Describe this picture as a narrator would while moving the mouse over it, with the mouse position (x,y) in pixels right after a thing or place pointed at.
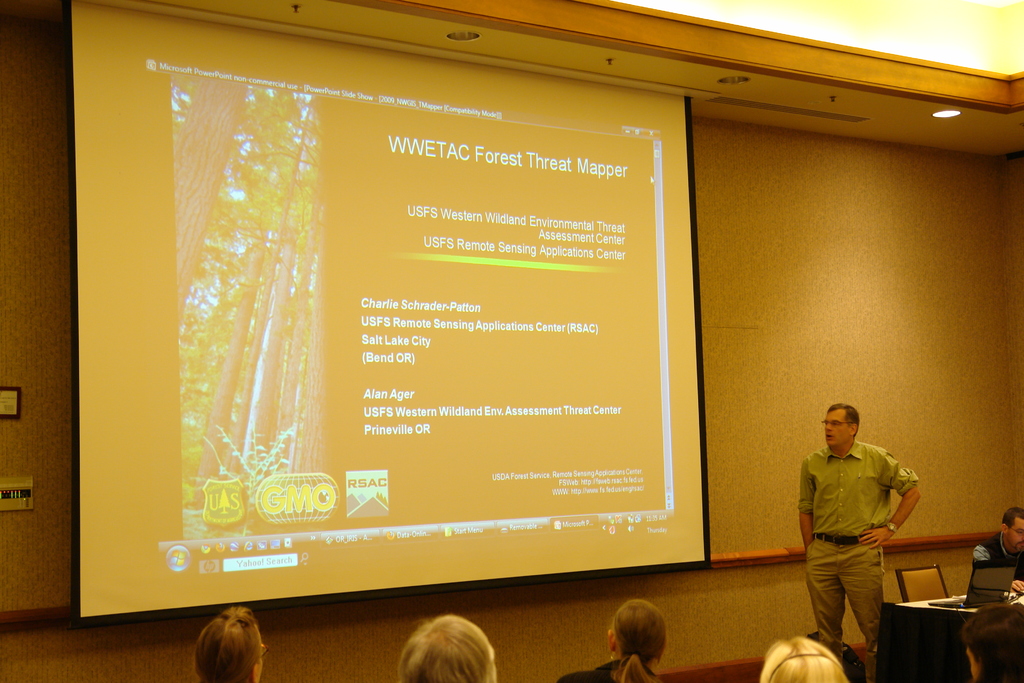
In this image at the bottom (820,677) we can see few persons (825,675) and on the right side (890,522) a man (1007,546) is sitting on a chair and another man (829,490) is standing and there is a laptop (970,588) on a table (929,623) and we can see a chair (920,589) at the table (919,608). In the background (407,374) we can see the screen (396,460), lights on the ceiling (949,76) and on the left side (19,409) we can see objects (13,395) on the wall (33,398).
